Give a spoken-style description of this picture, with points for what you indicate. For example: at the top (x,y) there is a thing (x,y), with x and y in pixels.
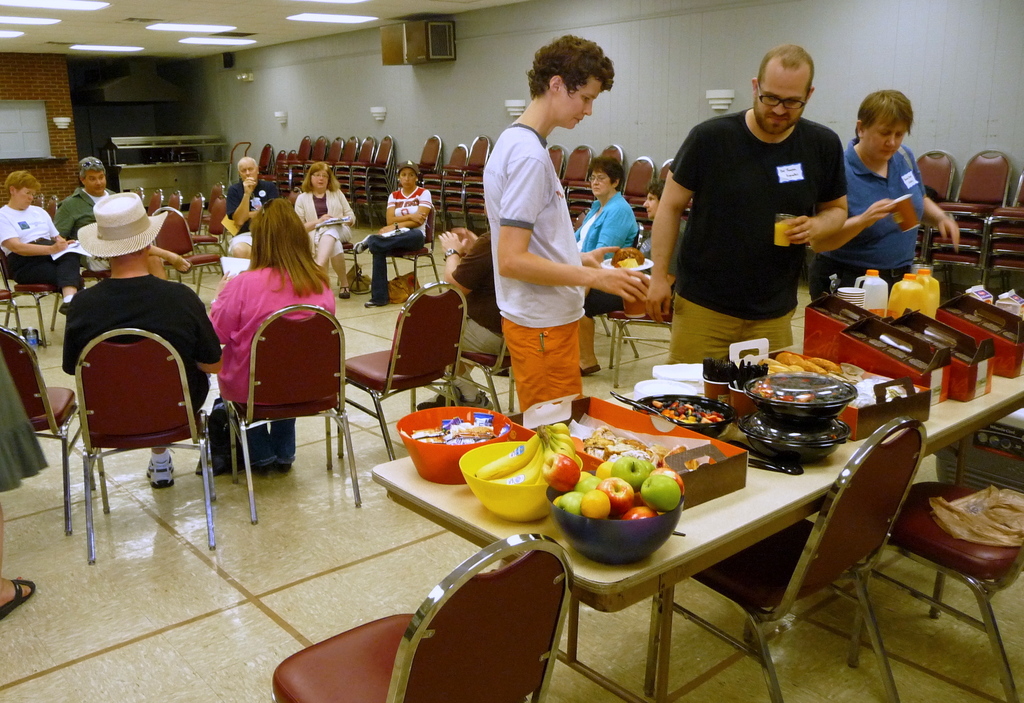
This picture is clicked inside. On the right (700,515) there is a wooden table (720,511) on the top of which we can see the fruits (531,479), bowls (461,455) containing food items (418,431), bottles (933,301), boxes (898,359) and many other objects (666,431) and we can see the red color chairs (963,183) placed on the ground (380,318) and we can see the group of persons (849,223) holding some objects (643,269) and standing on the ground (342,311) and we can see the group of persons (118,288) sitting on the chairs (79,387). In the background (204,100) there is a wall (457,77), roof (305,32), ceiling lights (226,41), window (39,118) and many other objects (216,148).
